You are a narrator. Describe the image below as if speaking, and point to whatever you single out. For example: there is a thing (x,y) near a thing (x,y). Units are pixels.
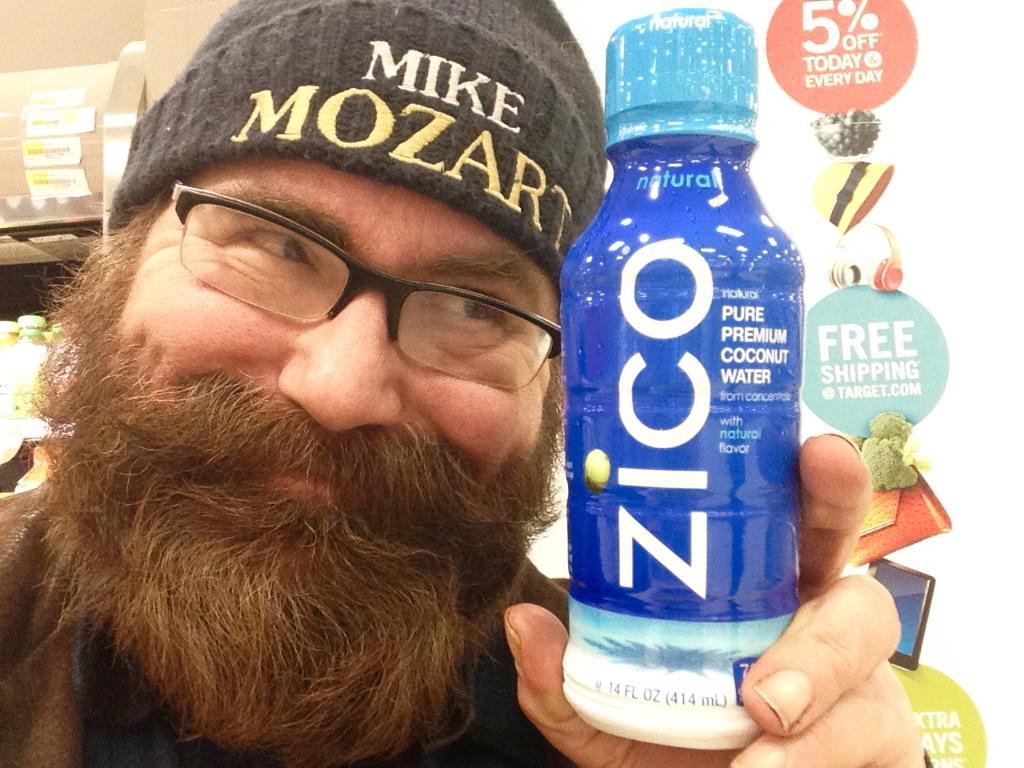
In the image a person (546,315) is standing and holding a bottle (730,23) and smiling. Behind him there is a wall (775,19), on the wall (919,9) there is a banner (775,19).
